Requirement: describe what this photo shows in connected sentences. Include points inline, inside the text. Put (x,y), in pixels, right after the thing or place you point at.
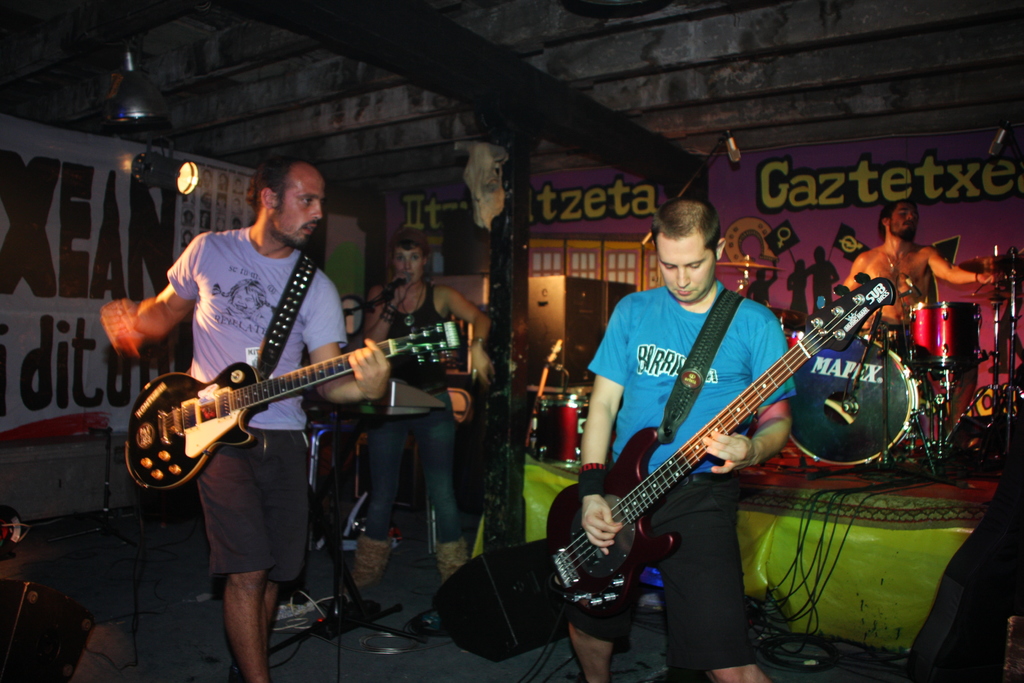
There are so many people (614,393) standing on stage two of them playing guitar (251,394) and behind them there is a person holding microphone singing in it and there is a person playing drums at back.
